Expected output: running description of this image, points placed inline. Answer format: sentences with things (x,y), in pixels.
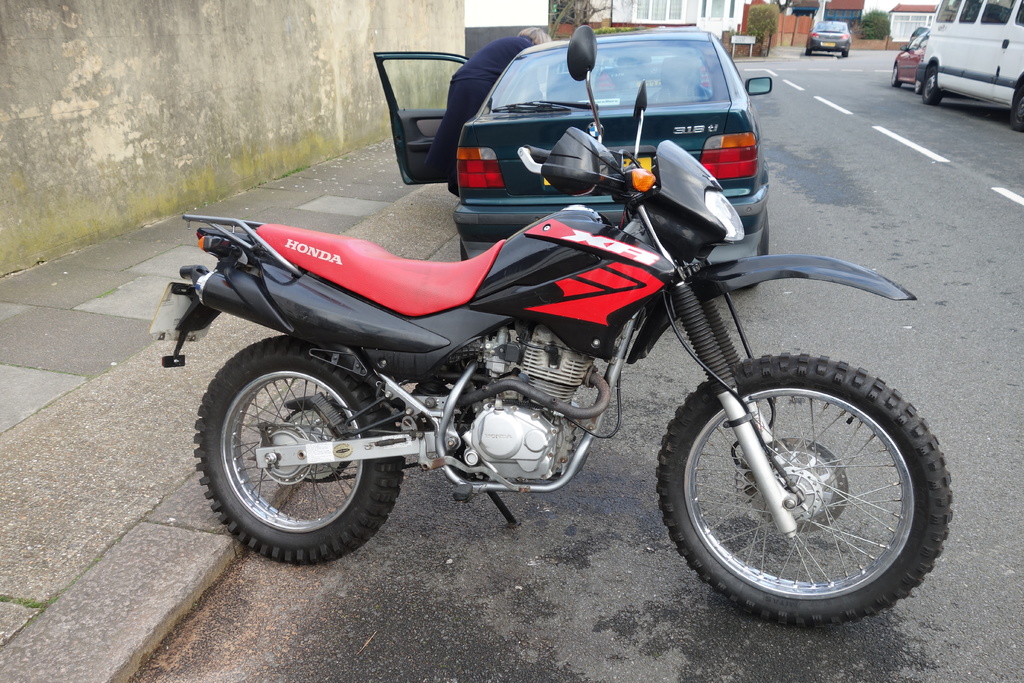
In this image I can see a bike (398,376). There are other vehicles (641,70), buildings (839,1), trees (873,20) and there is a person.
